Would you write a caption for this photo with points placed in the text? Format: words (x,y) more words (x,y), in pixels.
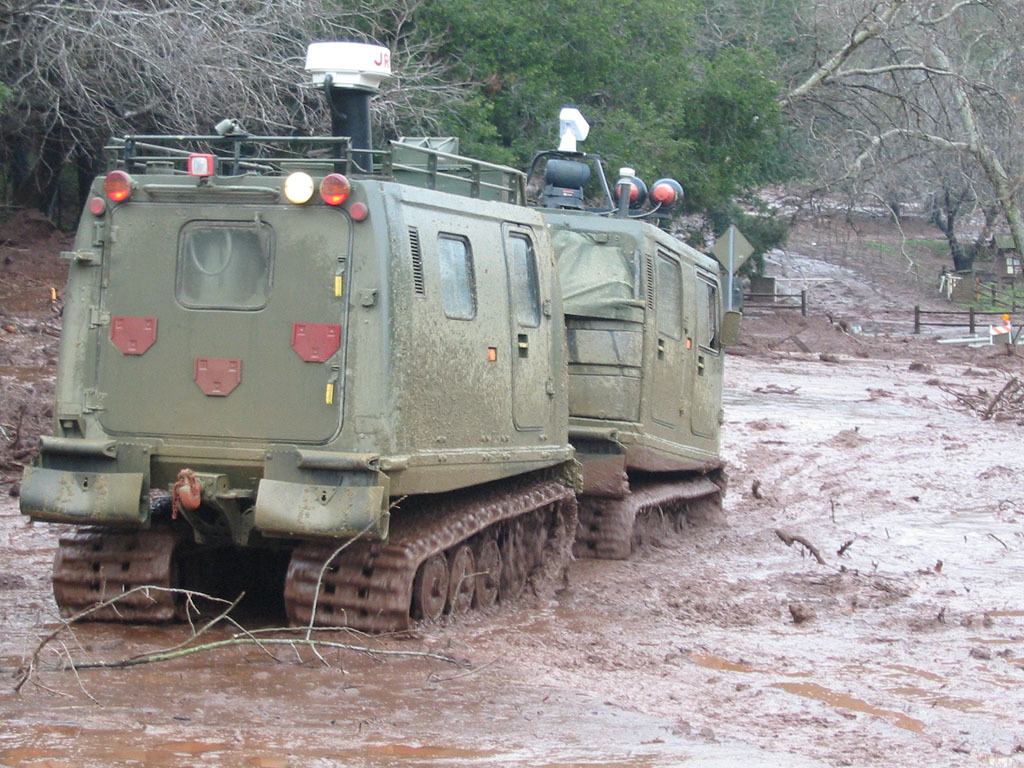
On the left side (169,316), there are two vehicles (554,157) on the wet mud (517,618). In the background (978,133), there are trees (991,101) and a fence (1002,313) on the ground (885,249).
